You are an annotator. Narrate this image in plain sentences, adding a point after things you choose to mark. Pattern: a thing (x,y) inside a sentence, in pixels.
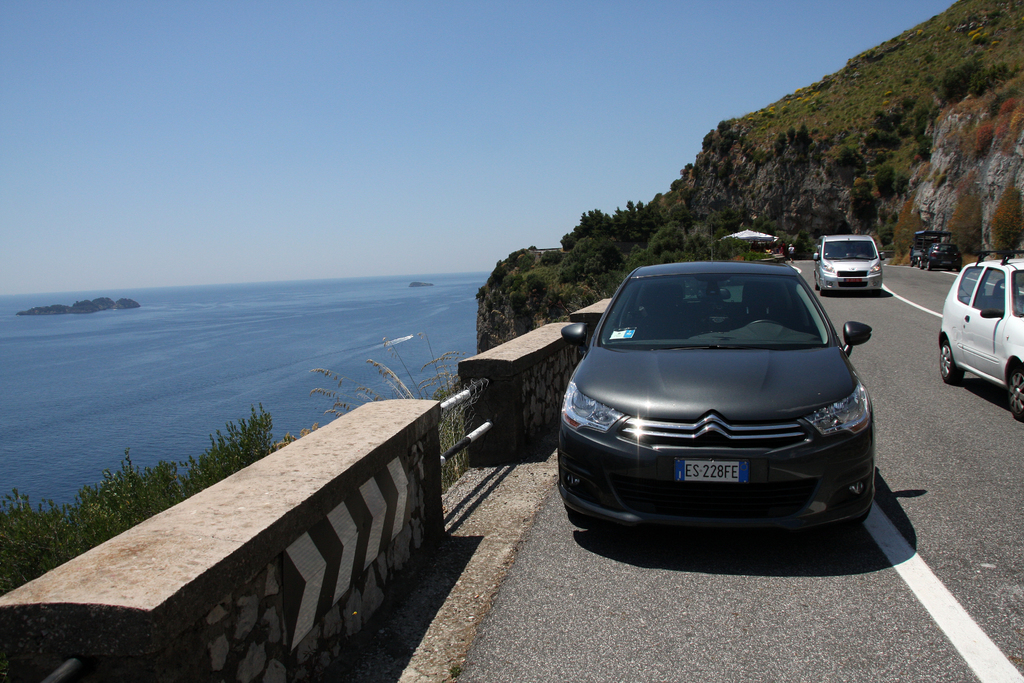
In the picture we can see the road (929,343) with some vehicles (798,292) and beside it, we can see the wall (178,560) and behind it, we can see some plants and the water (204,332) and on the other side of the road (915,668) we can see the hill slope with plants (975,241) and in the background (171,134) we can see the sky (545,125).
